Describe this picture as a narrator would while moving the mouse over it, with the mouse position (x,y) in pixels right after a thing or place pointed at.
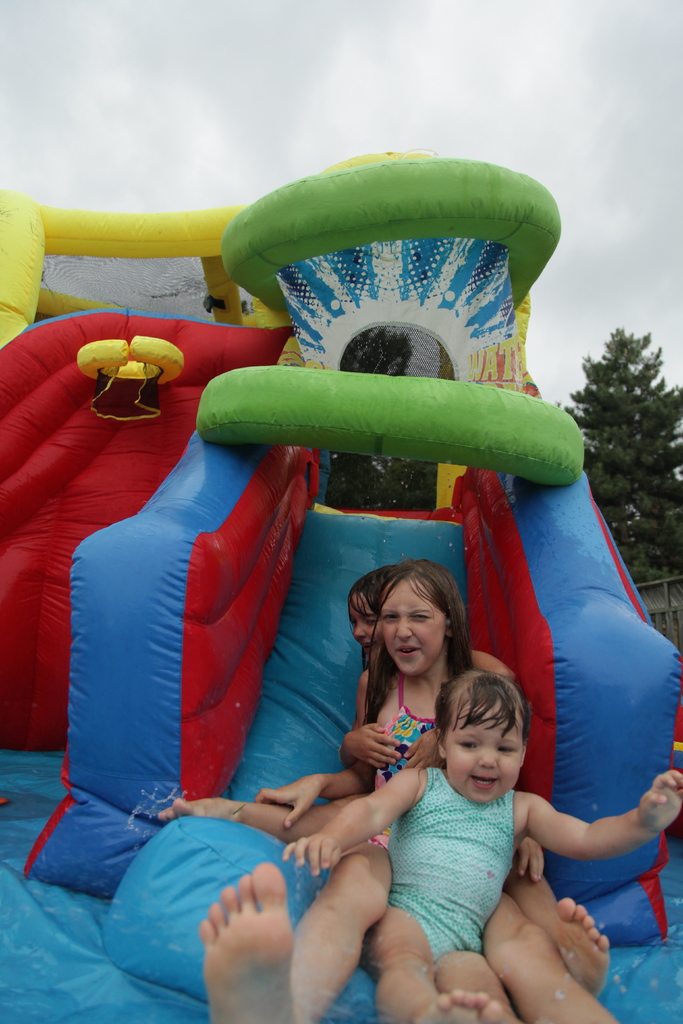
In this image we can see people (365,677), playground equipment (316,603), and trees (631,365). In the background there is sky (105,56).
